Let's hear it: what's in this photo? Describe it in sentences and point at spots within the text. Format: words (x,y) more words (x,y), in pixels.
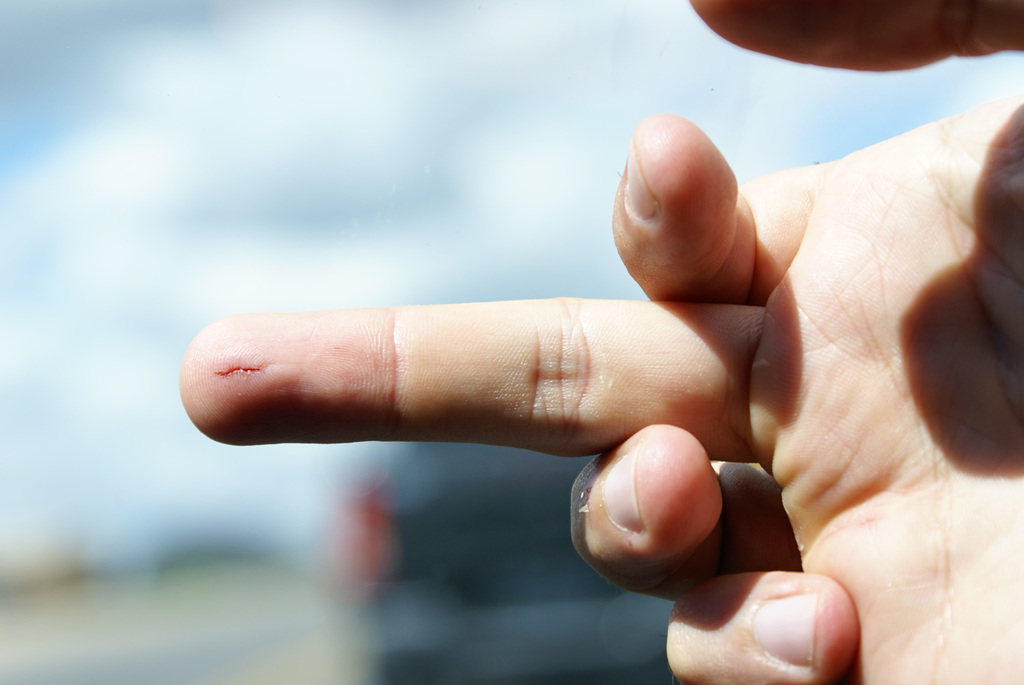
Here we can see a person hand (864,234) and there is a cut mark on the finger (266,359). In the background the image is blur but we can see a vehicle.
